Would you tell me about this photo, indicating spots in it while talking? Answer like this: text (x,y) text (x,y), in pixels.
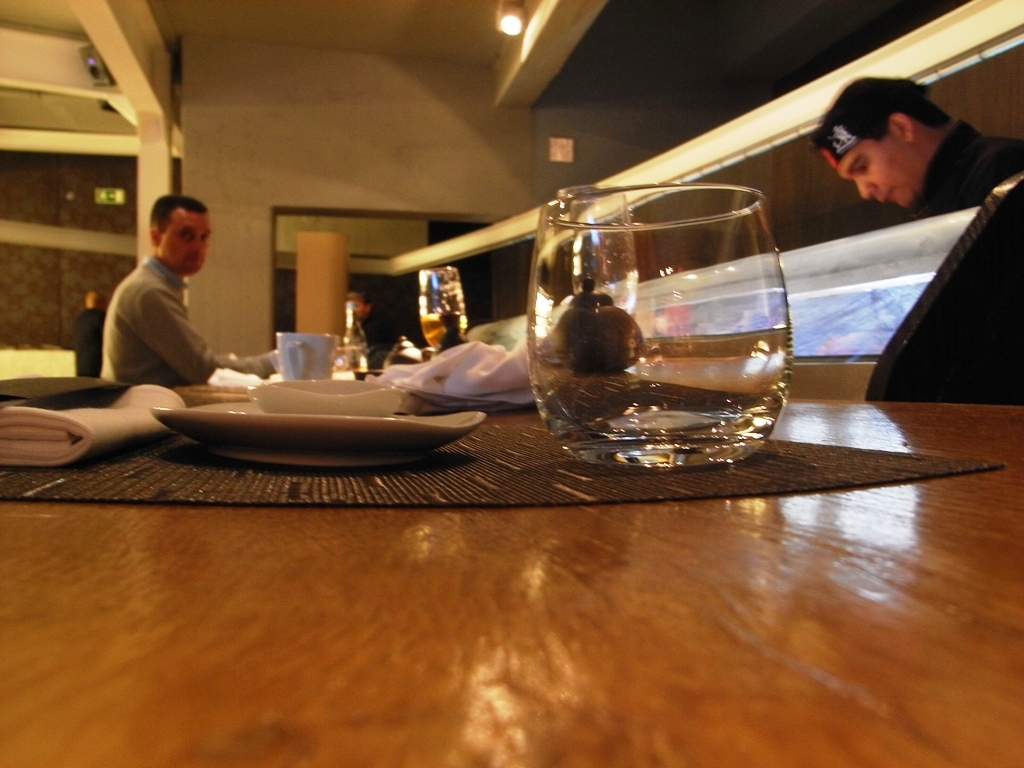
An indoor picture. A light (514,22) is attached with a roof (527,28). This 2 persons (860,175) are there. This man (871,112) wore black cap (868,132). On a table (27,524) there is a mat (370,479), cup (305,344), mug (317,347) and a glass (592,308).
